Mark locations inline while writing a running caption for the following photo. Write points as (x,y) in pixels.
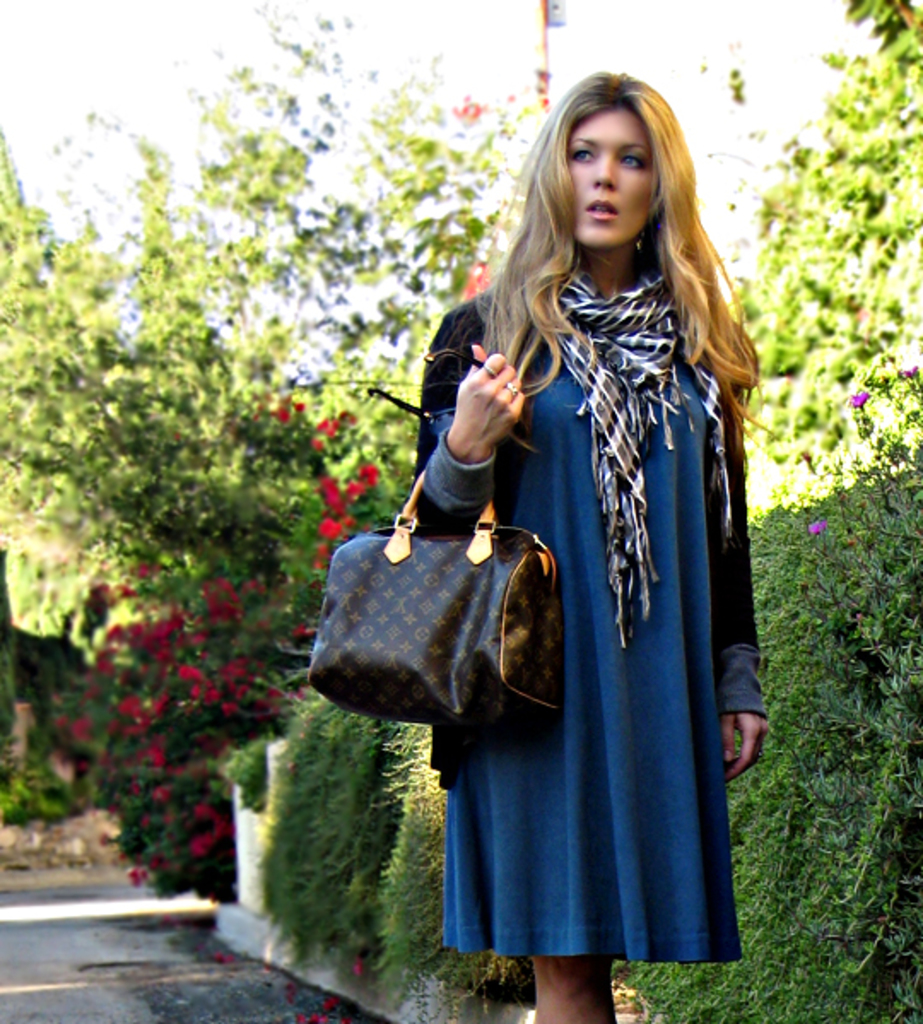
In this image there is a person (628,721) wearing blue color dress (643,680) and shrug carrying a bag (487,525) and at the background of the image (273,575) there are trees (144,555).
